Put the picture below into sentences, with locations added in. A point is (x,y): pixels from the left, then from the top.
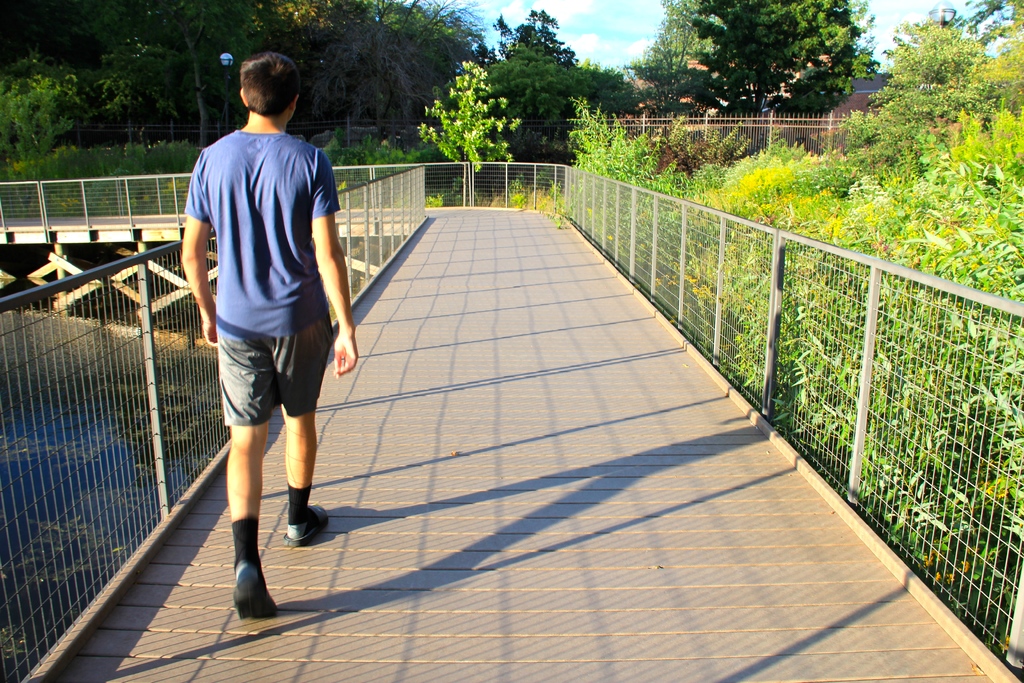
In this image I can see the person (307,328) walking on the bridge (377,460). The person (308,482) is wearing the blue and grey color dress (296,367). To the side of the person (340,367) I can see the railing (149,367). To the left (69,480) I can see the water (101,401) and to the right (834,204) there are plants (843,201). In the background (449,127) I can see many trees (488,93) and the sky (572,8).
